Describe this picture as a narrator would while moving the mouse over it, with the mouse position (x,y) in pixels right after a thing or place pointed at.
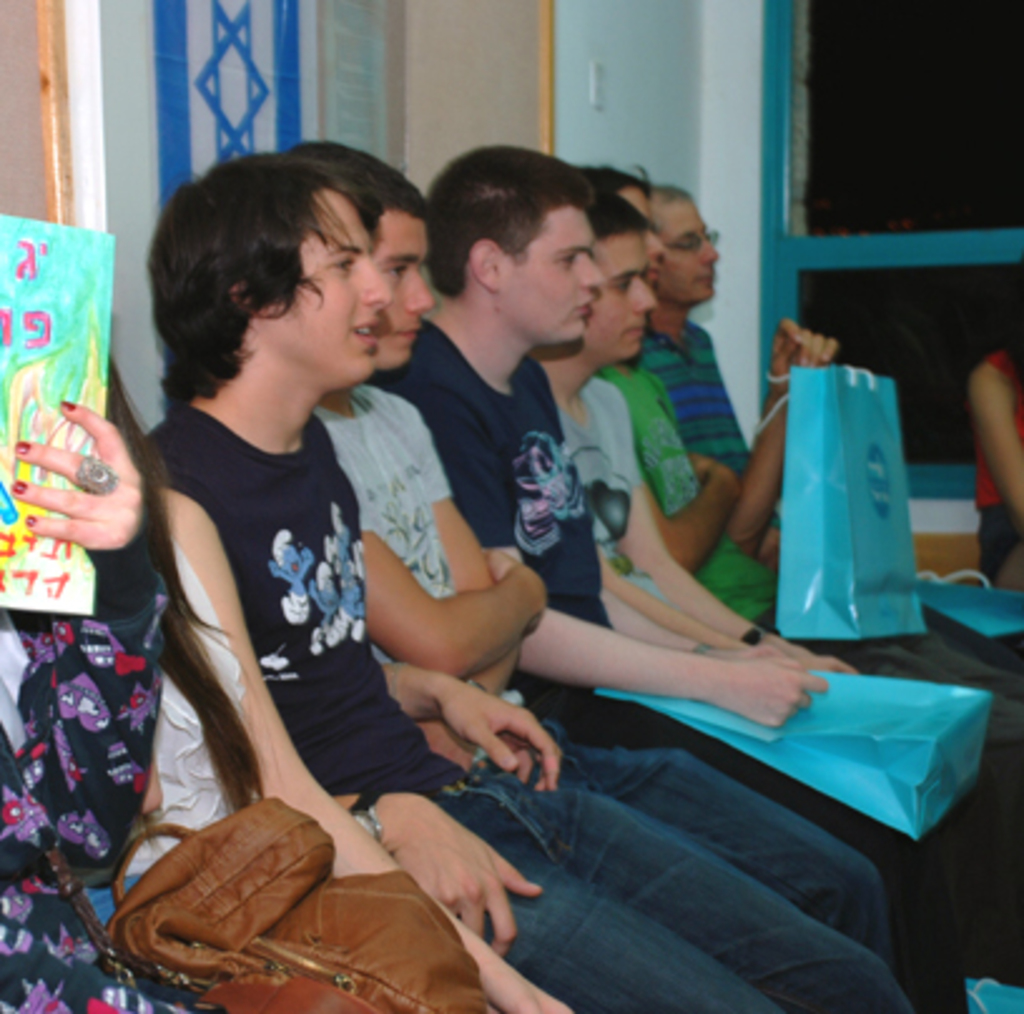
In this image there are a few people (454,508) sitting on chairs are holding a few bags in their hands (746,695), behind them there is a wall (633,170) and a door (905,141).
